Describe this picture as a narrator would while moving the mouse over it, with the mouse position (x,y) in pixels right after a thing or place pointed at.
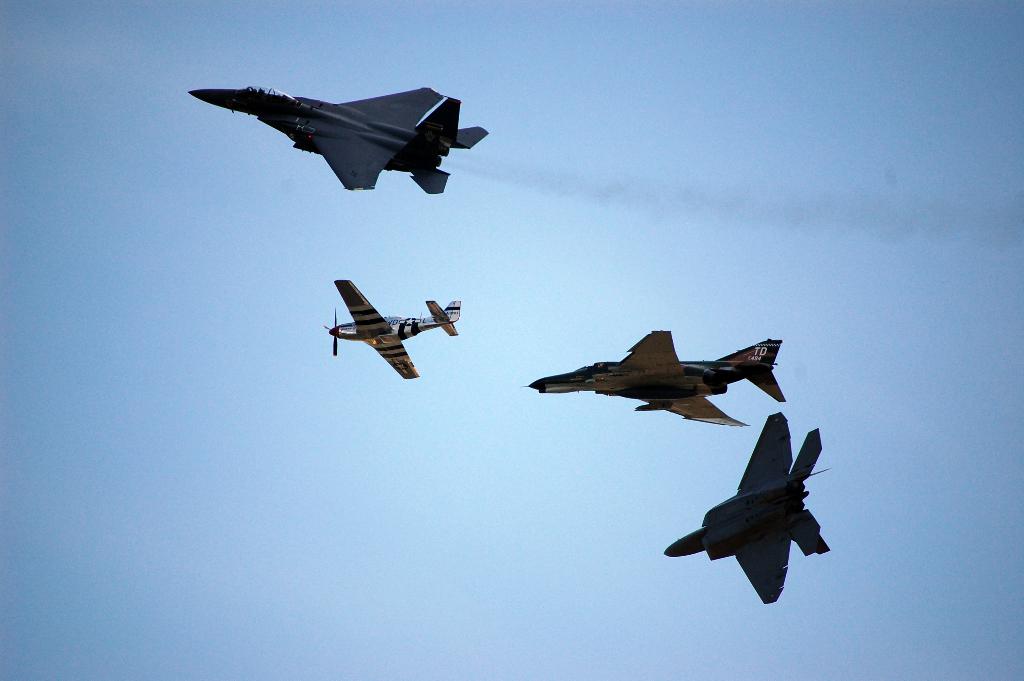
In this image there are four aircrafts (756,567) flying in the sky (406,415).
